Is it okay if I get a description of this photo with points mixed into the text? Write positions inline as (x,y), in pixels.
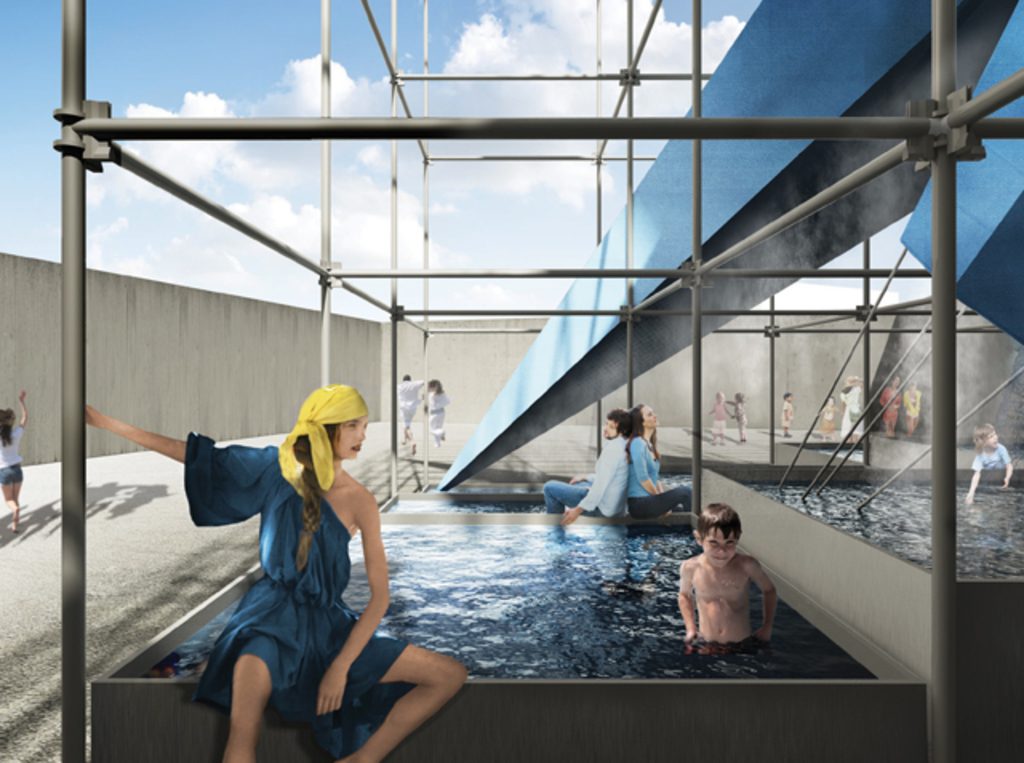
In this image there is a swimming pool (579,571) in the middle (482,503). In the pool (631,570) there is a kid (740,589). At the top (597,204) there are iron rods (656,296). On the left side (158,344) there is a wall (186,342). It looks like an digital art.
